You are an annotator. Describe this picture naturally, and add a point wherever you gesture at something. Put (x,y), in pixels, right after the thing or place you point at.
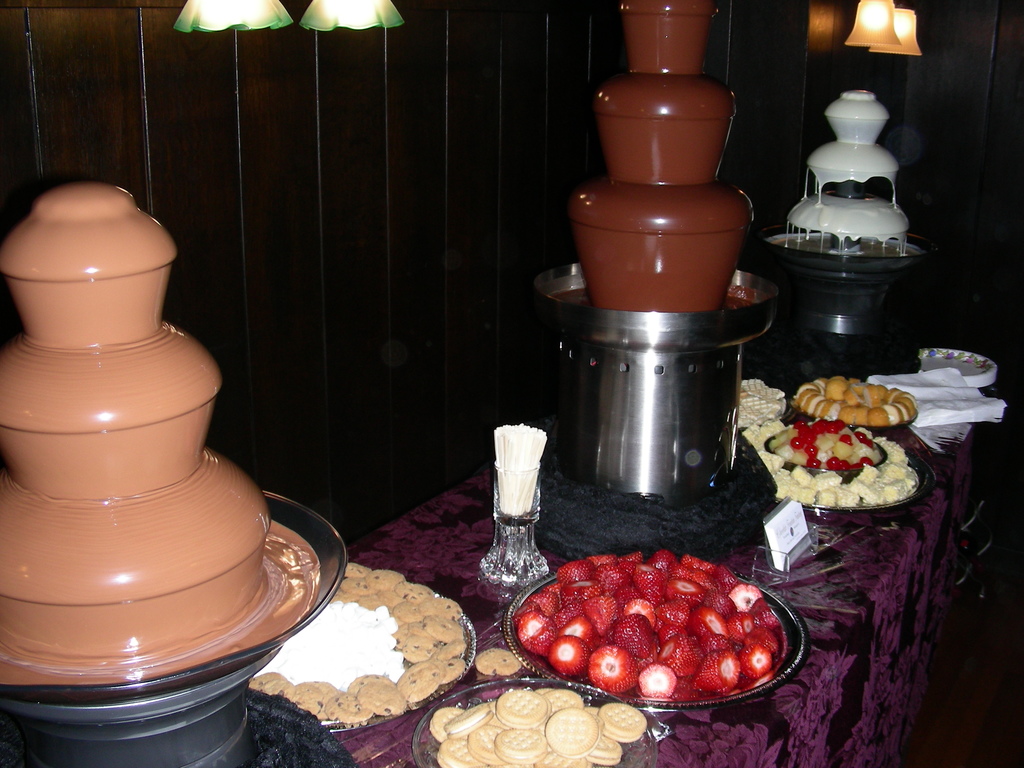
In this image we can see food items (677,626) in plate (426,730) on the table (461,546). There are chocolate fountains (615,310). In the background of the image (459,152) there is wall (362,114). At the top of the image (349,1) there are lights (849,39).
